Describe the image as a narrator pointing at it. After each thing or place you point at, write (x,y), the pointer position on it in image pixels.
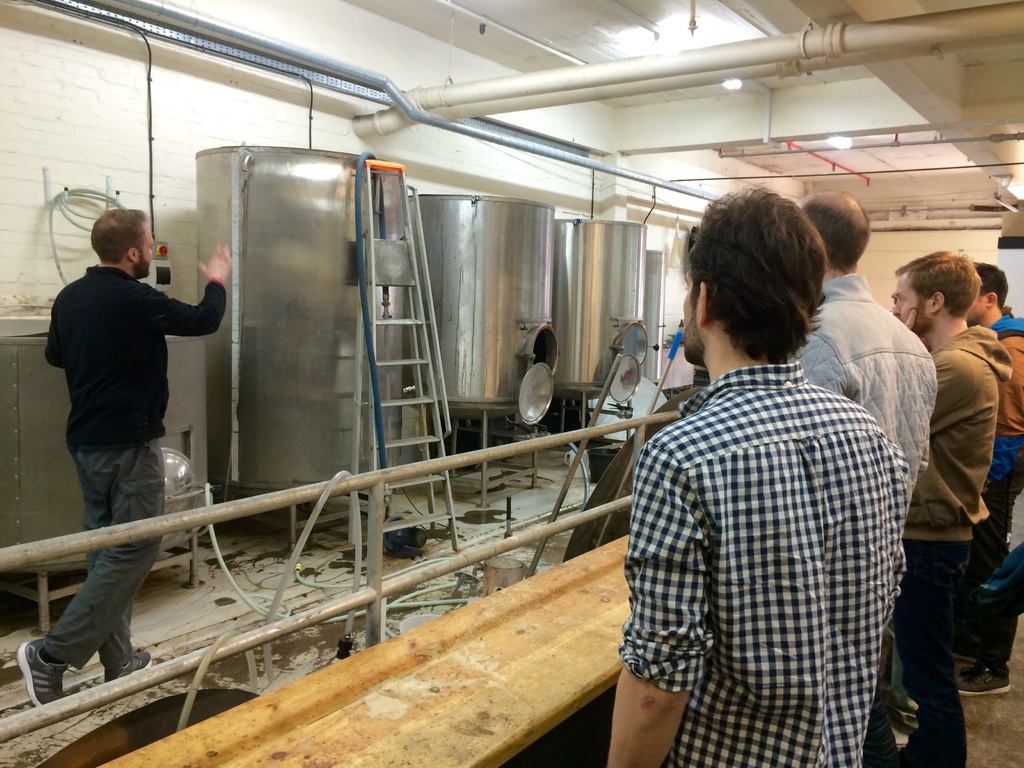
In this image we can see a group of people (713,339) standing on the ground (531,496) beside a table (549,766). We can also see a fence (368,595), pipes (355,581), some metal containers (252,392), a switch board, a ladder (383,398), a wall (361,112) and a roof (791,137) with some ceiling lights (653,51).
